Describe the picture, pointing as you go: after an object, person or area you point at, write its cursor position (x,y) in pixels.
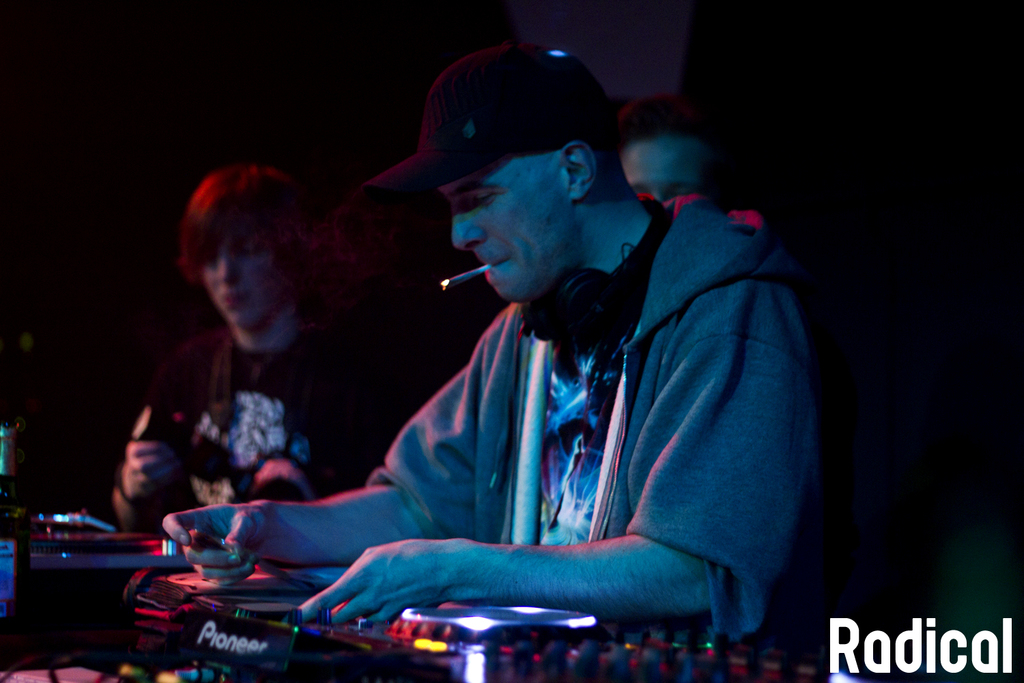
In this image we can see some people (706,362) standing. One man (668,414) is holding an object (188,444) in his hand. In the foreground of the image (403,652) we can see some devices (390,640) placed on the surface (85,676). In the bottom right corner of the image (897,655) we can see some text (919,661).
